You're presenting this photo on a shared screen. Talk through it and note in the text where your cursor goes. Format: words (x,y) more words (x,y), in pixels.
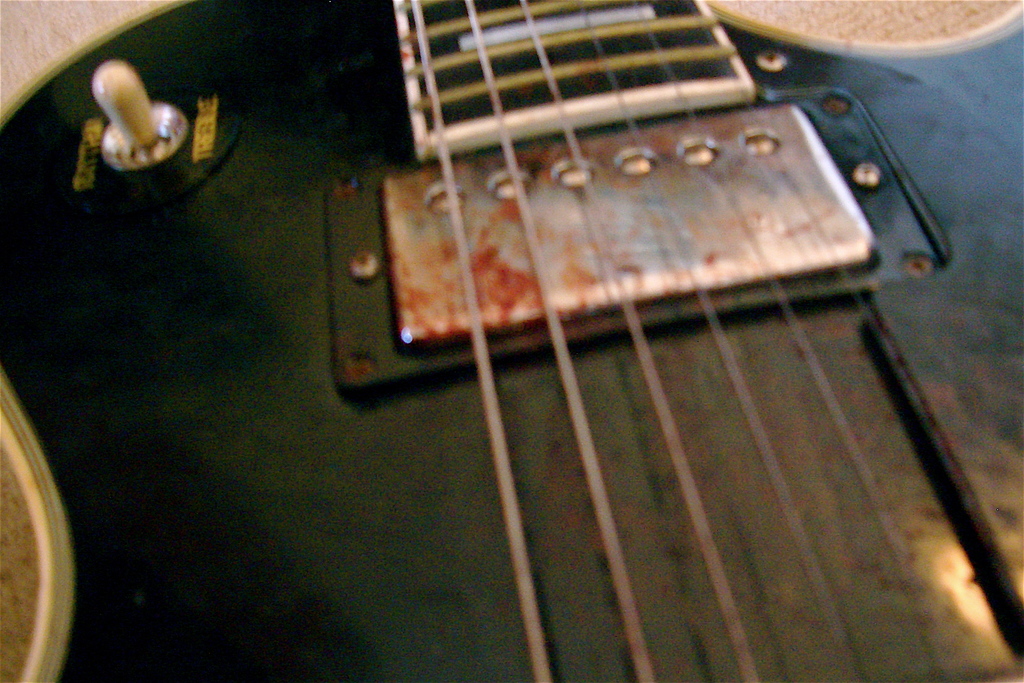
In this image we can see a close view of a guitar (683,432). We can see the strings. In the top left (218,95), we can see some text (212,111).
